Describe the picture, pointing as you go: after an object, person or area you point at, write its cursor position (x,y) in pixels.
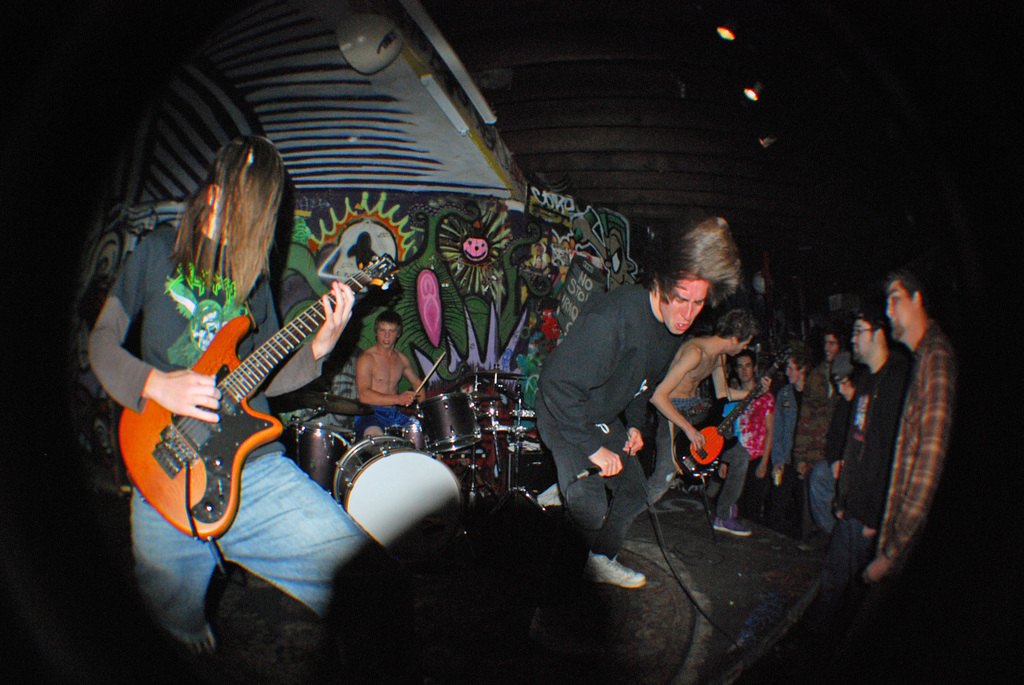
This is the picture taken on a stage (557,683), there are group of people (556,413) holding the music instruments (231,397) and singing a song. Behind the people (370,359) there is a wall (415,307).
